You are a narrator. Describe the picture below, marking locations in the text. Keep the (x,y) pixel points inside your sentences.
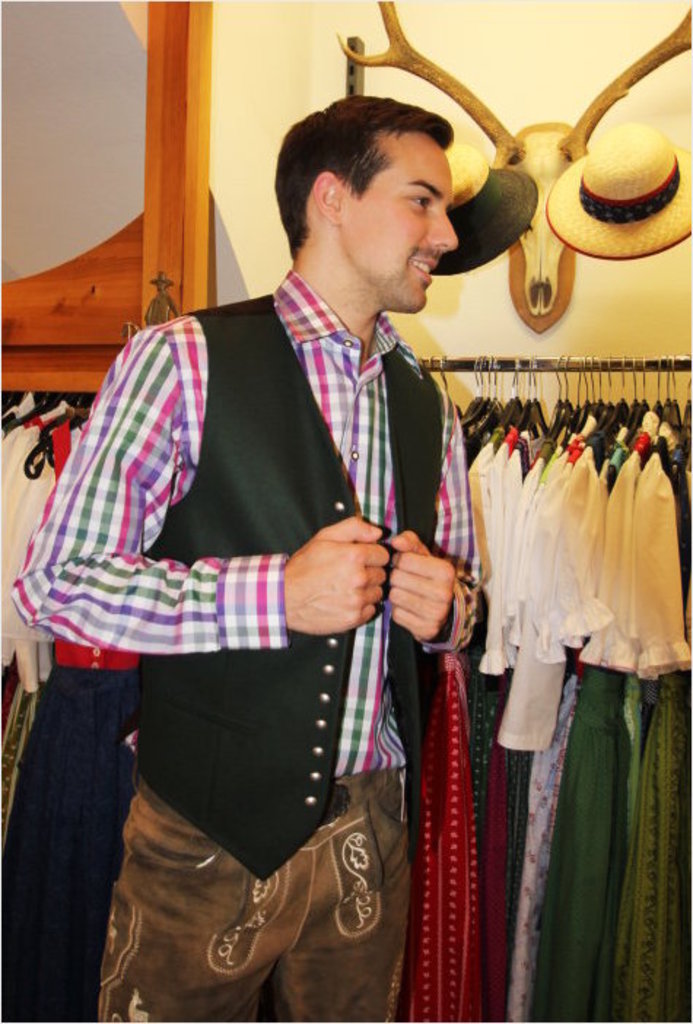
In this picture I can see there is a man (34,608) standing and he is wearing a shirt (189,585), pant (171,923) and a black coat (306,714) with some silver buttons (317,752), he is holding it and looking at right side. In the backdrop (597,502) I can see there are many dresses (565,495) arranged here to the hangers (44,401) and there are few hats (576,192) placed here and there is a wooden frame (198,199) on to left (115,280).
